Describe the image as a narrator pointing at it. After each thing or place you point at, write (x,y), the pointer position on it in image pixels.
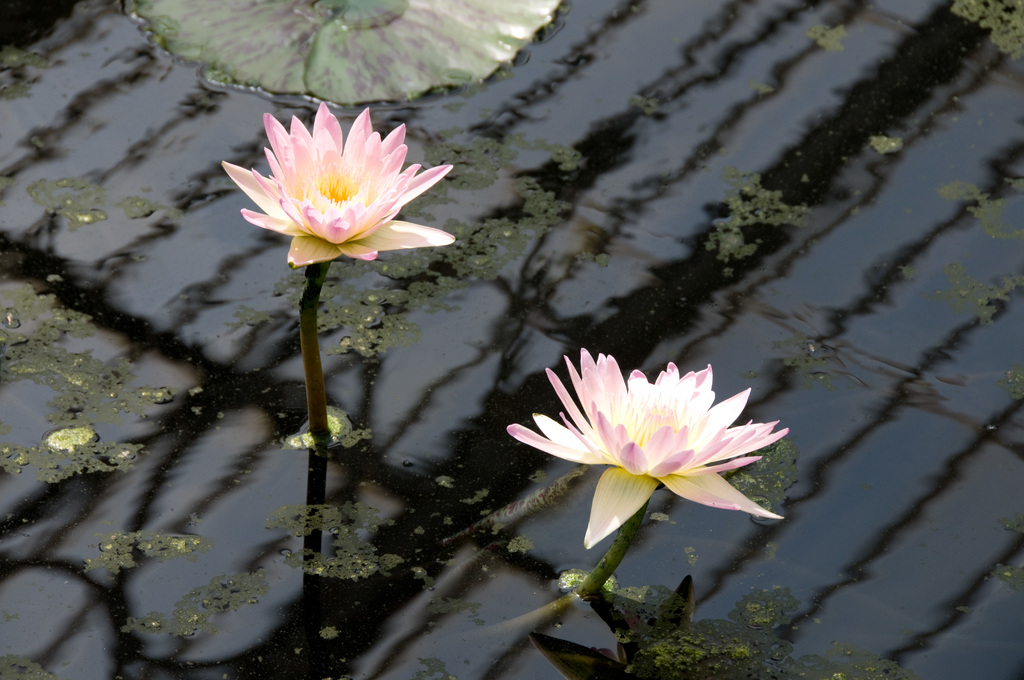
In this picture we can see there are two lotus flowers (320,186) and a leaf (256,52) floating on the water (196,68).
